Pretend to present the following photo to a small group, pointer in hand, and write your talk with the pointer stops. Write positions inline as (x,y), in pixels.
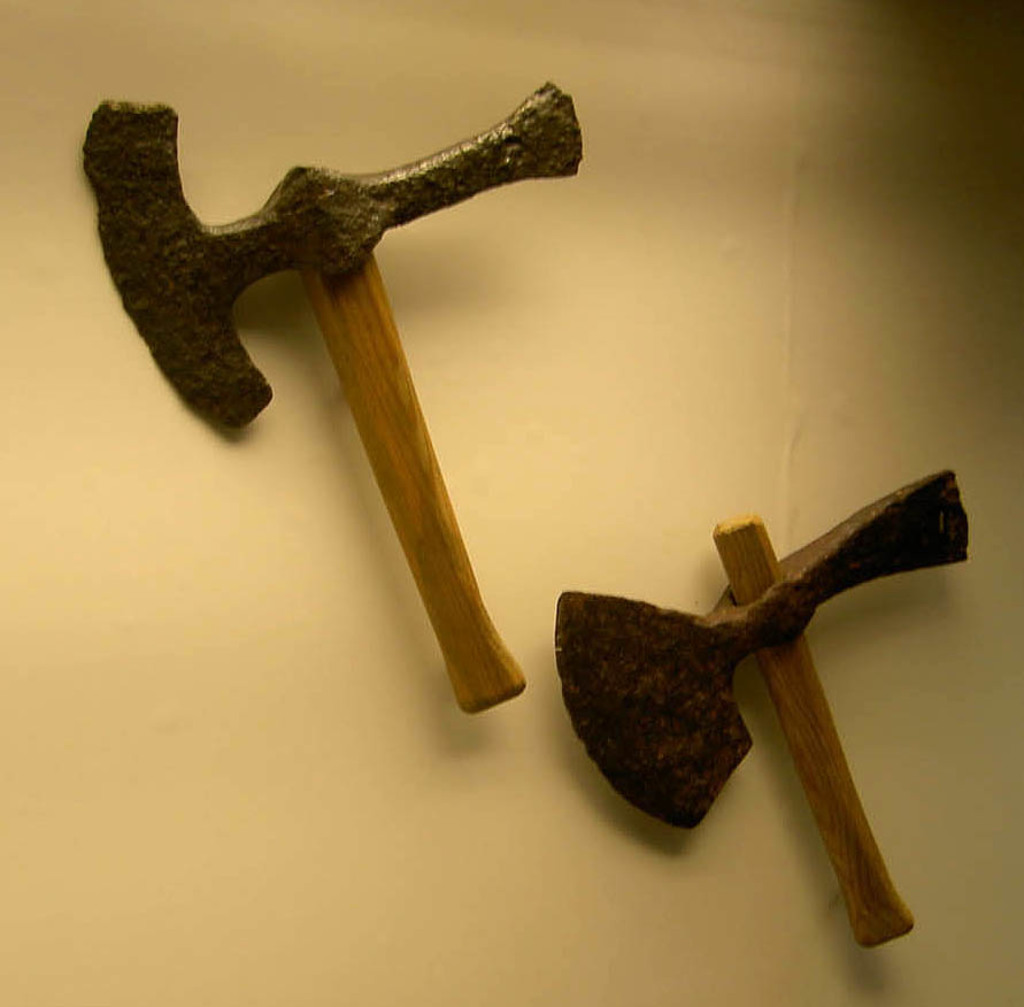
In this image we can see two axes (411,414) on the wall (473,434).
